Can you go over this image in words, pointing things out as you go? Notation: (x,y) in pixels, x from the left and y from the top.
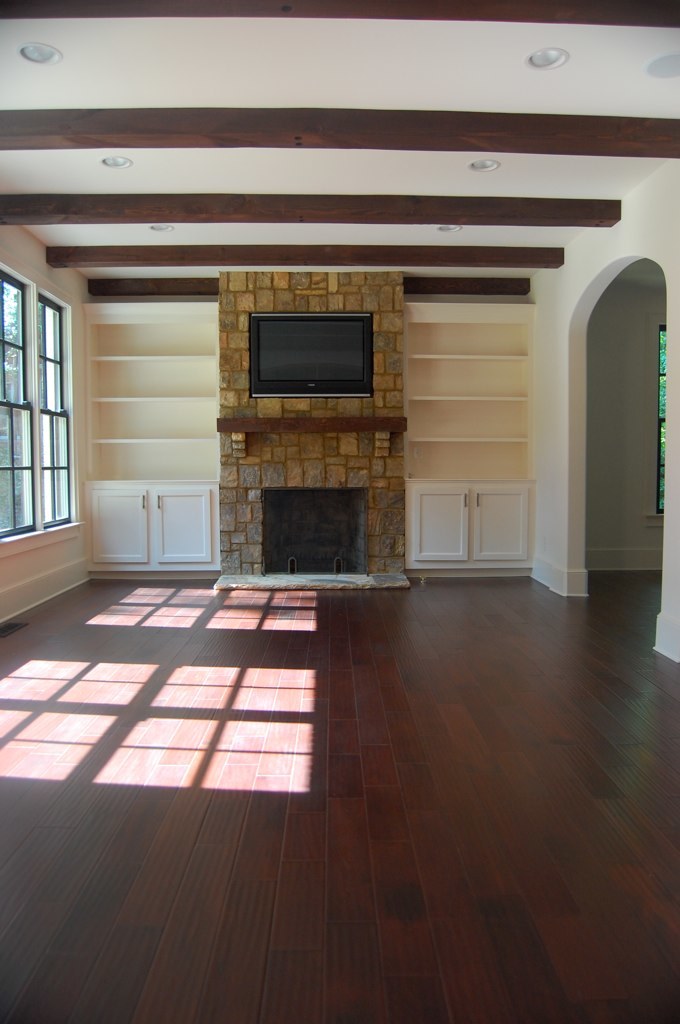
In this image in the background (260,419) there is a fireplace (303,443). On the left side (37,422) there are windows (44,443) and on the right side (548,445) there is a wall (563,487). In the background (185,514) there are cupboards (417,511) which are white in colour.
